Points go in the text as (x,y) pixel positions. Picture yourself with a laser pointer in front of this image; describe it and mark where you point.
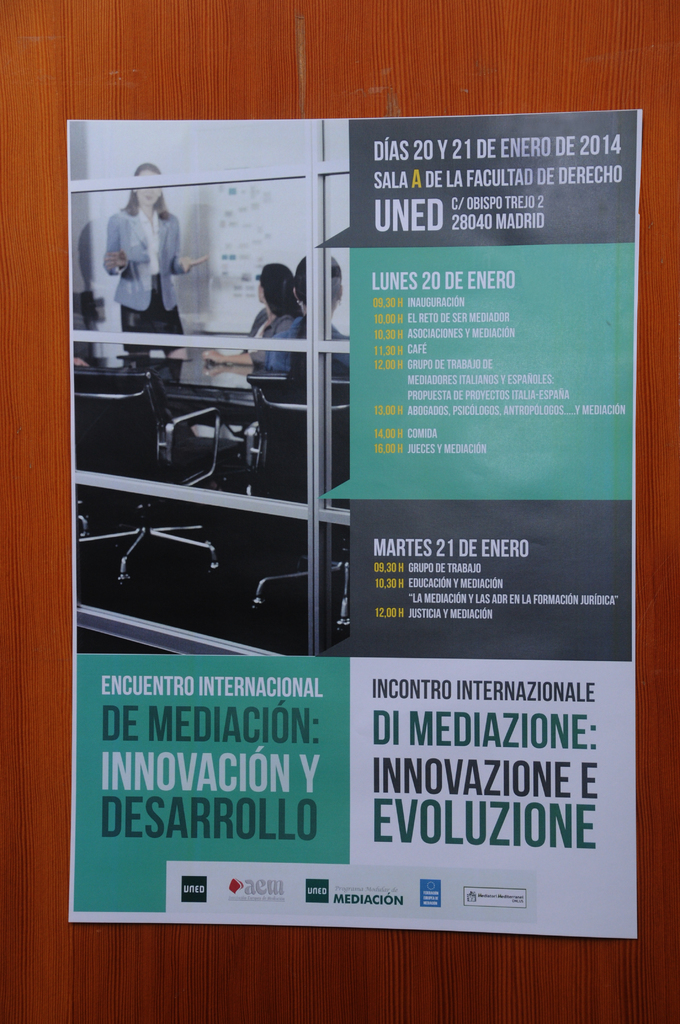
In this image we can see there is a table (64,95) and a poster (389,462) with image (284,364) and text (381,545).
